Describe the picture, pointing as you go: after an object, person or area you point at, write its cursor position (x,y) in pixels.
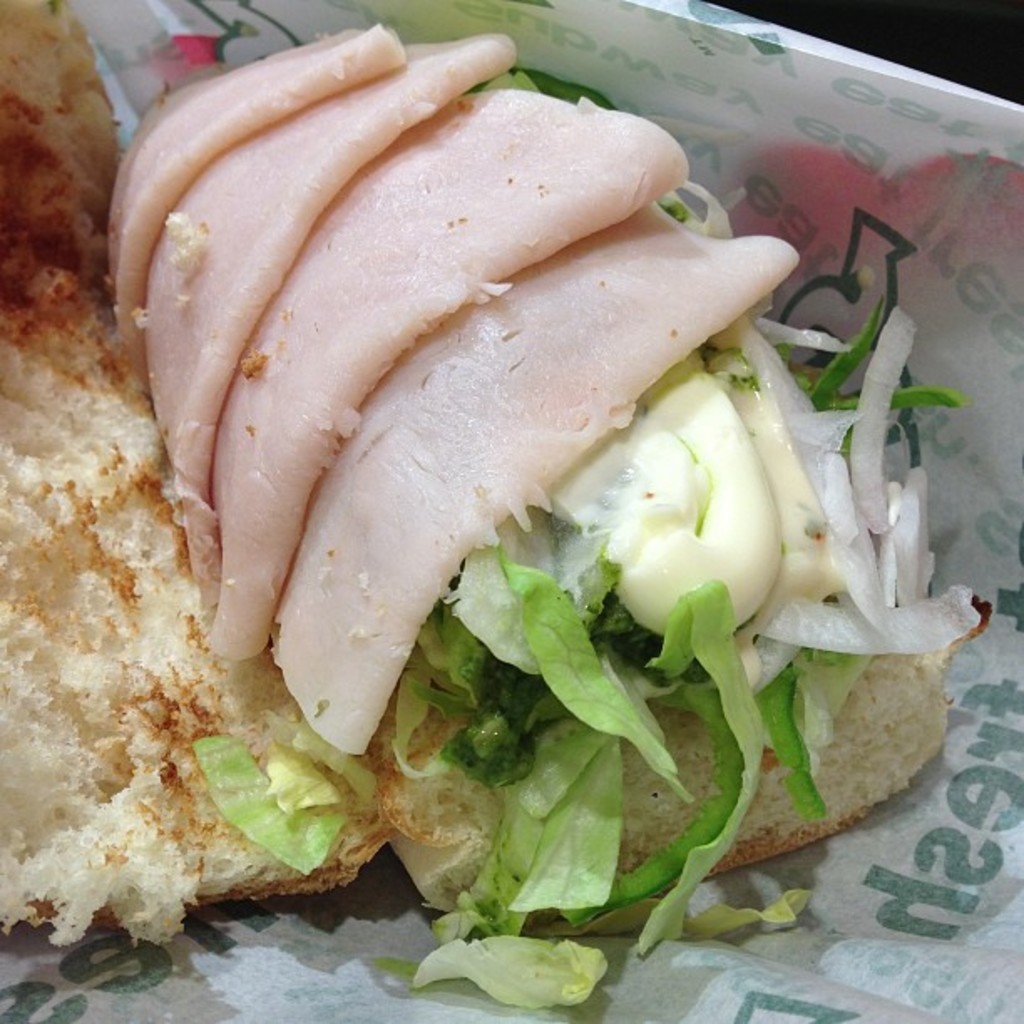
This image consists of some eatables (575,865). There is bread (113,468), lettuce (588,716), mayonnaise (723,390) and meat (339,531).
